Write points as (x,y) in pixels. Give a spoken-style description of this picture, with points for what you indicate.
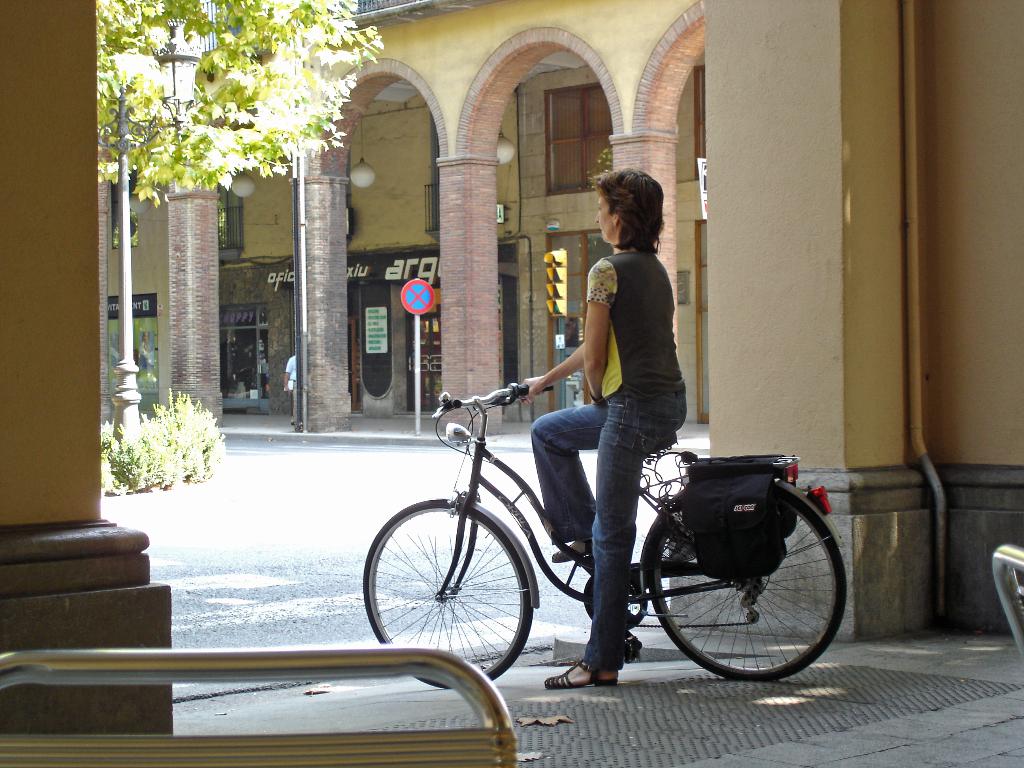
In this picture we can see woman (583,409) sitting on bicycle (671,522) and looking at some where and in background (378,151) we can see pillar (451,274), sign board (416,304), pipe (296,244), building (334,203), window (547,126), tree (213,97), pole (124,376).
